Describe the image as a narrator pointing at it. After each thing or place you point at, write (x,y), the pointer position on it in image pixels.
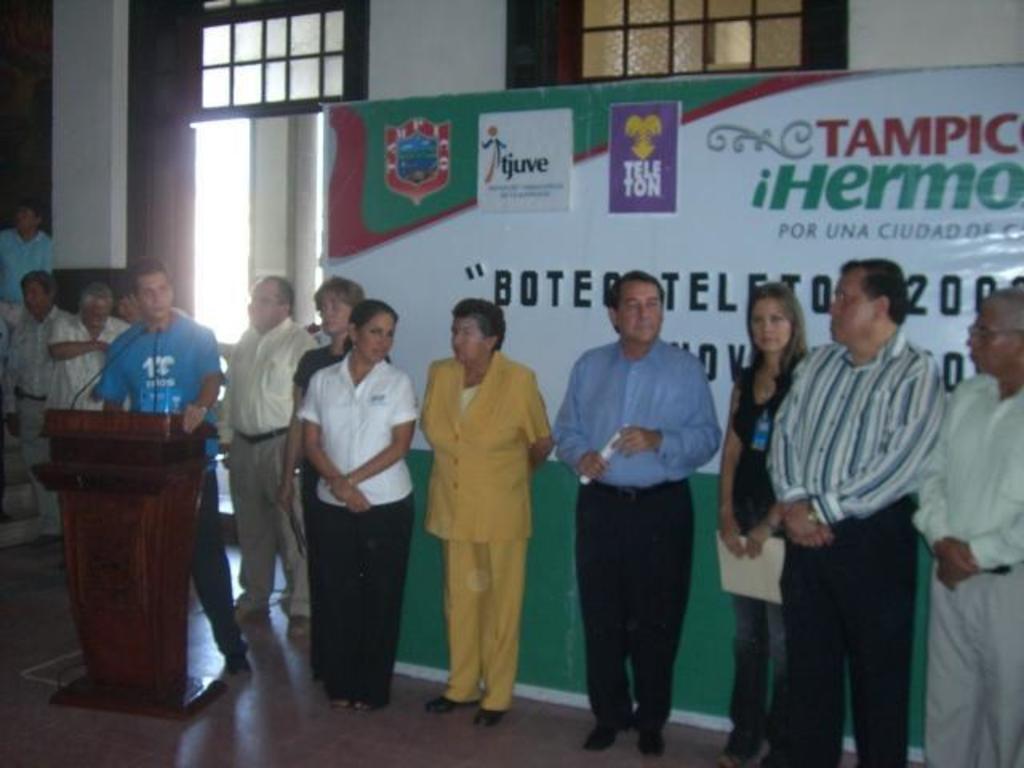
In this image there are people (468,391) standing. To the left (177,341) there is a man (142,368) standing at the podium (114,494). There are microphones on the podium (121,419). Behind the people (206,406) there is a board (722,231). There are logos (627,177) and text (990,195) on the board (920,212). In the background (907,46) there is a wall (426,63). There are ventilators (343,64) to the wall (93,120).
